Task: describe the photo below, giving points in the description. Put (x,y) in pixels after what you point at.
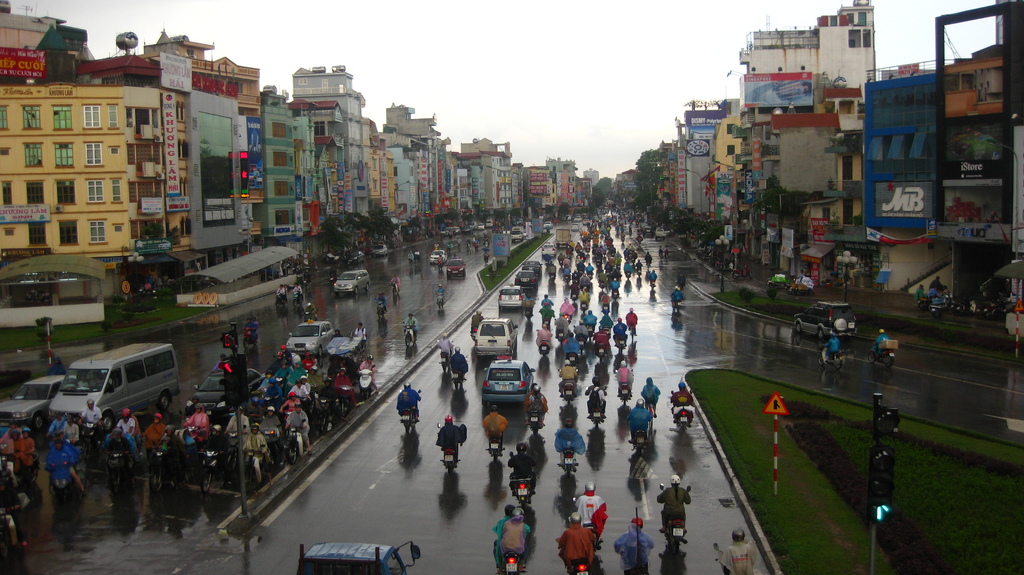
In this image we can see sky (444,108), buildings (337,126), stores (144,274), name boards (257,178), sheds (263,265), trees (343,222), ground (448,400), persons (285,351) on the motor vehicles (258,390), traffic poles (244,386), traffic signals (245,374) and sign boards (251,167).
